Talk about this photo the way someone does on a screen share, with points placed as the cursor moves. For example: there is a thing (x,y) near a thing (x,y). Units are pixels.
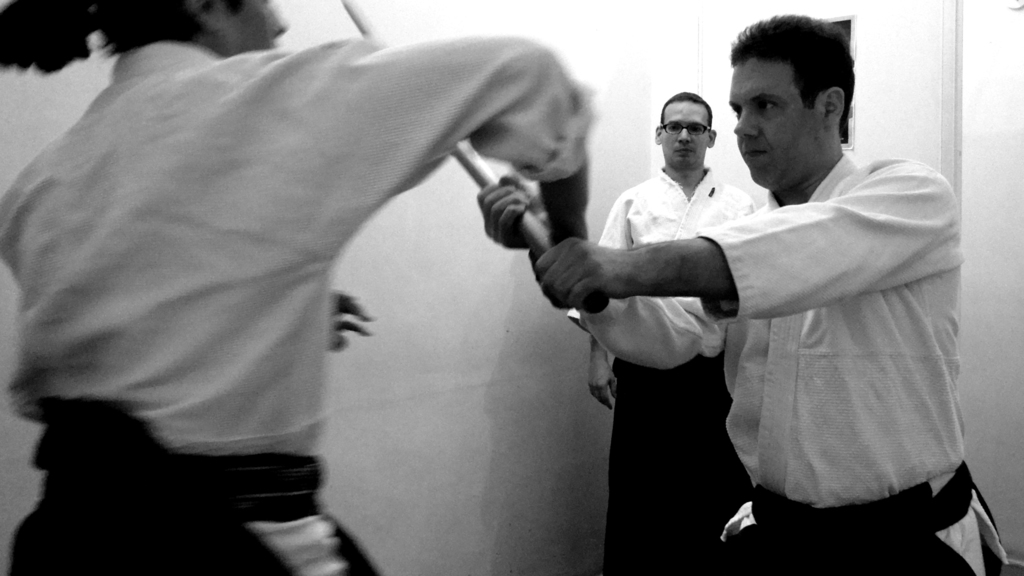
This image is a black and white image. This image is taken indoors. On the left side of the image (271,334) there is a man (199,300). He has worn a karate belt (214,474). In the background (441,324) there is a wall (1007,129). On the right side of the image (756,68) two men (731,254) are standing on the floor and a man (683,282) is holding a stick (591,301) in his hands (555,257).
